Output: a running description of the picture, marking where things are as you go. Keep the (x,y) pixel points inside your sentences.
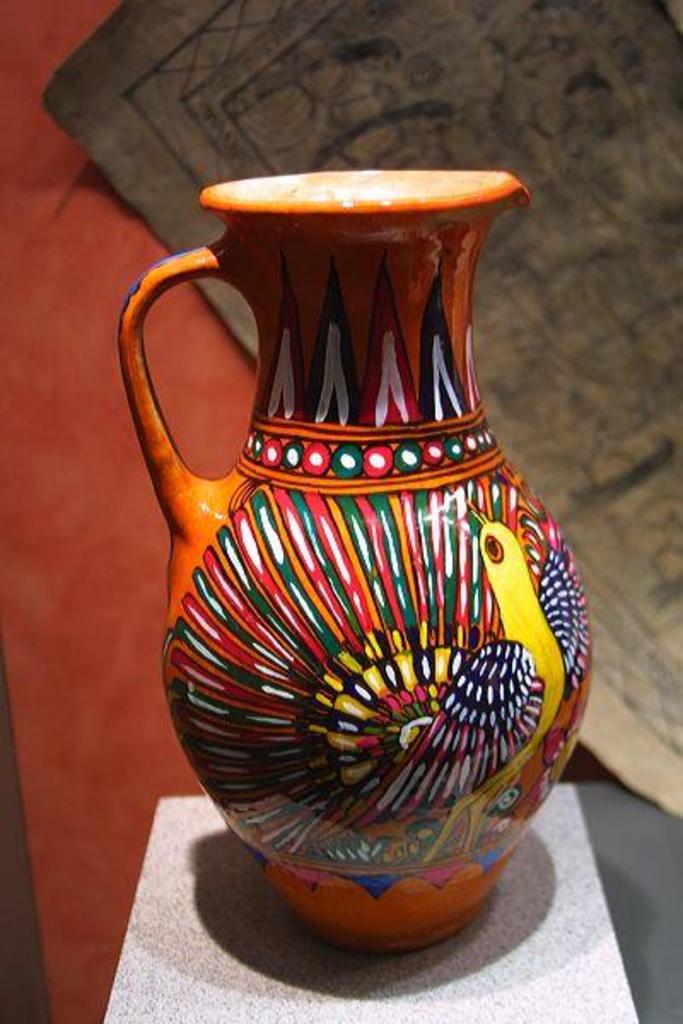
There is a jug (360,292). On which, there is a painting (499,602). And this mug (259,805) is placed on a stool (550,860). In the background (619,396), there is a poster (441,91) near an orange color sheet (74,322).
